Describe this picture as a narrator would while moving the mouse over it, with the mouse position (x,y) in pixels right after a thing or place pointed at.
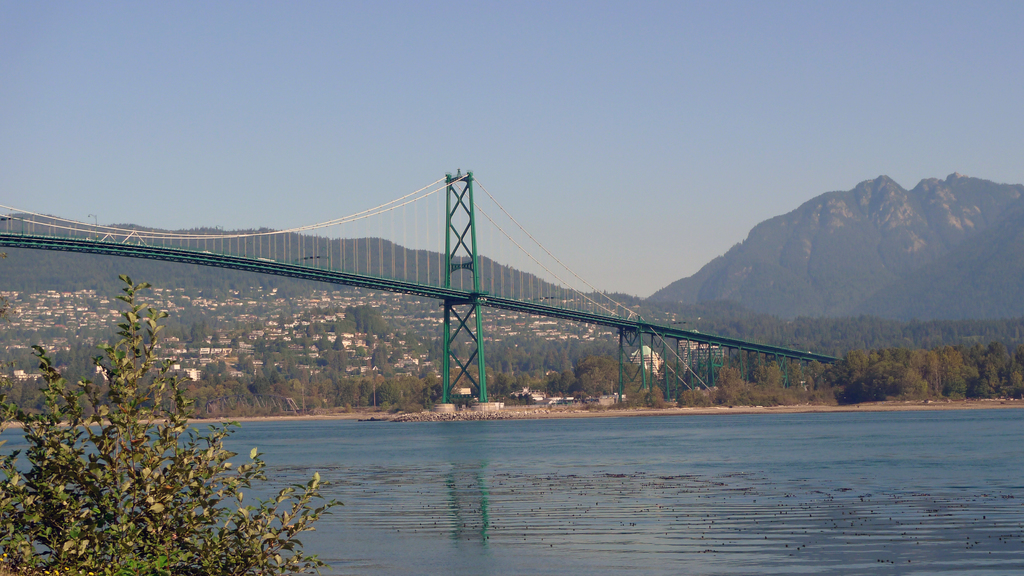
In this image we can see a lake (338,442) and to the side there is a bridge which is in green color. We can see some trees (998,342) and plants (198,574). In the background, we can see the mountains (726,289) and some buildings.
